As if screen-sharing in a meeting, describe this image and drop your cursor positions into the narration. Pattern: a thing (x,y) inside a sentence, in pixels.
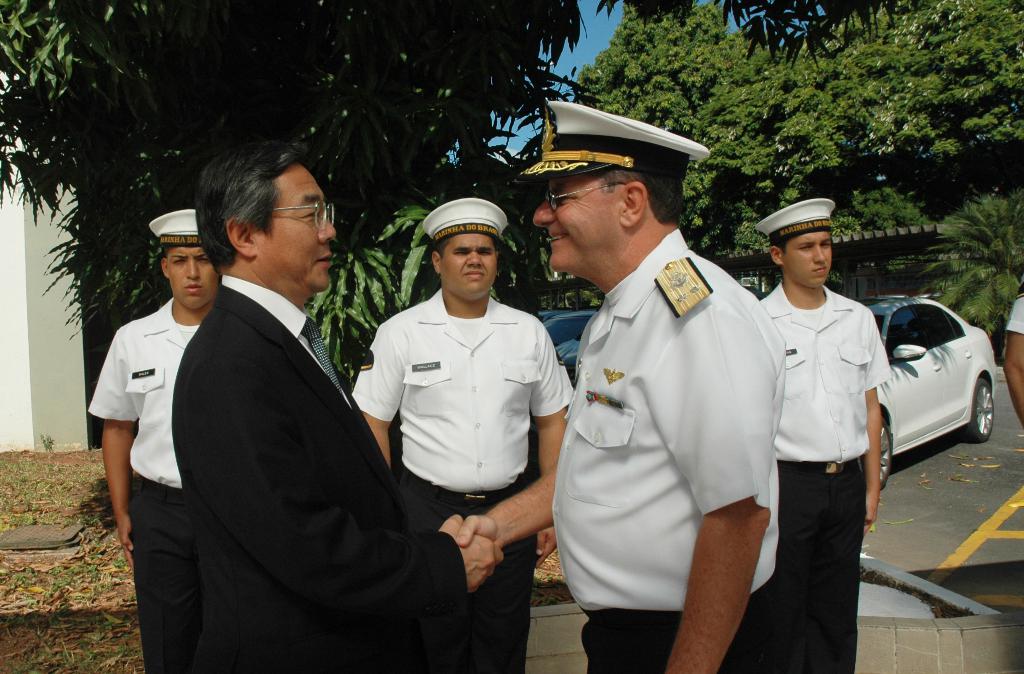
In the picture we can see a man (265,495) standing and shaking hand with a navy man (727,495), he is in uniform (765,499) and behind them we can see three navy men (870,325) are standing in the uniforms (859,308) and behind them we can see some trees (463,47), and some cars (921,341) are parked on the path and behind it also we can see some trees (851,60) and sky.
